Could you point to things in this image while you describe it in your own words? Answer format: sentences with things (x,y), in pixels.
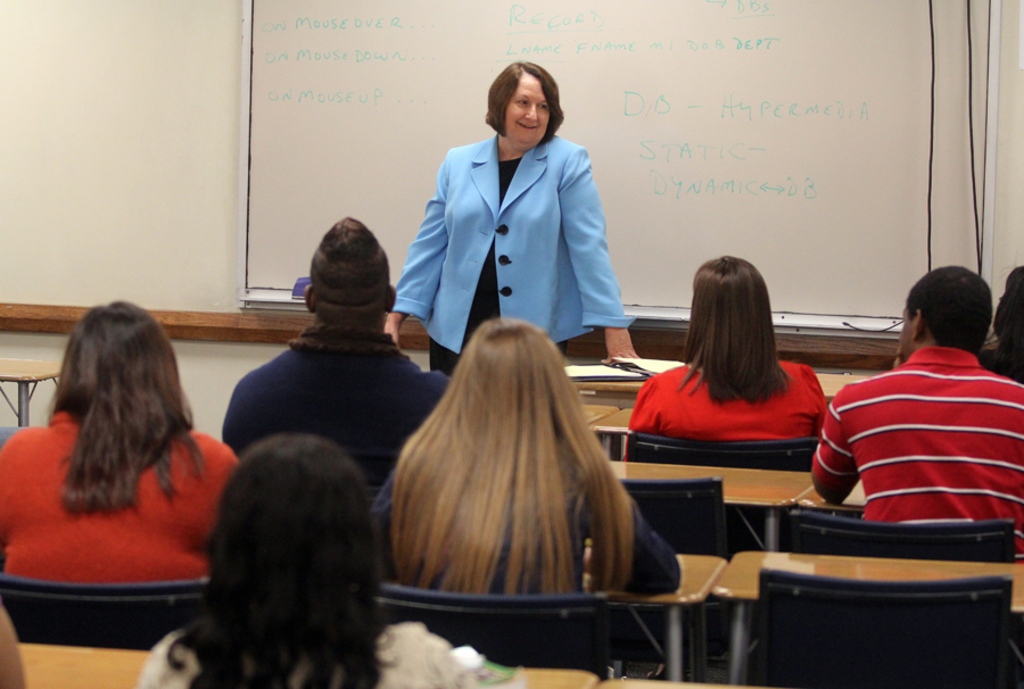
In this image there are group of people (462,442) who are sitting on chairs (641,509), and in the center (502,309) there is one woman (495,203) standing and beside her there is table (607,387). On the table (579,387) there are some books (586,367), in the background (732,45) there is board (945,203) and wall (195,275).
